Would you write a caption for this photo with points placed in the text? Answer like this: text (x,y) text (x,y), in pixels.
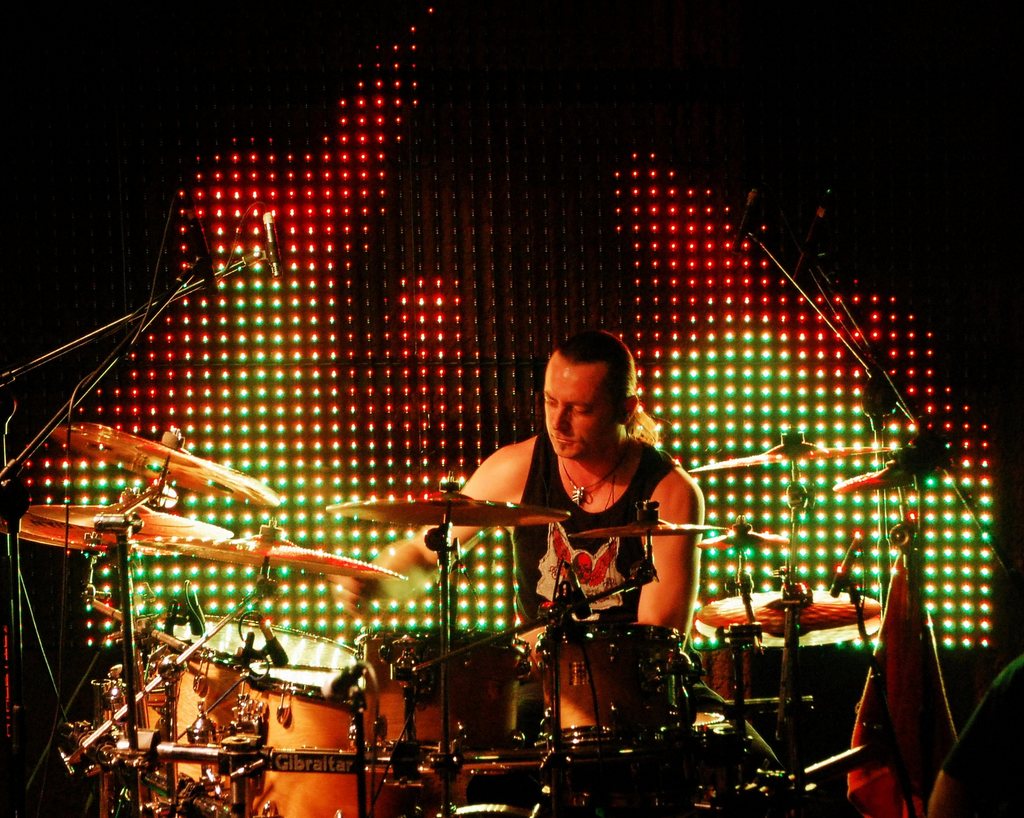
This image consists of a man (581,448) wearing black sleeveless (595,549). He is playing drums (627,663), in the front (330,666) there is a drum set (343,728) along with mics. In the background (448,438), there is a screen (584,322) to which there are lights (711,300).
